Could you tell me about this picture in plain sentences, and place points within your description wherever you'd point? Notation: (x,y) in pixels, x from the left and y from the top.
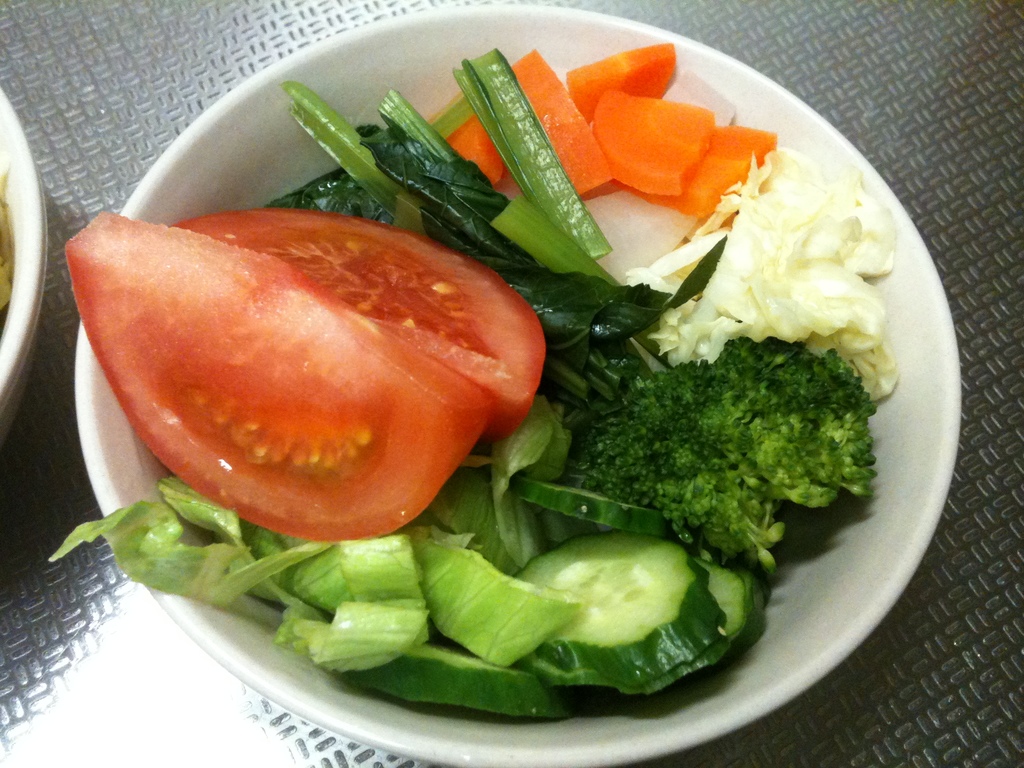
In this picture we can see a few vegetables (470,512) in a bowl (93,482). There is another bowl (3,332) on the left side (6,319).
